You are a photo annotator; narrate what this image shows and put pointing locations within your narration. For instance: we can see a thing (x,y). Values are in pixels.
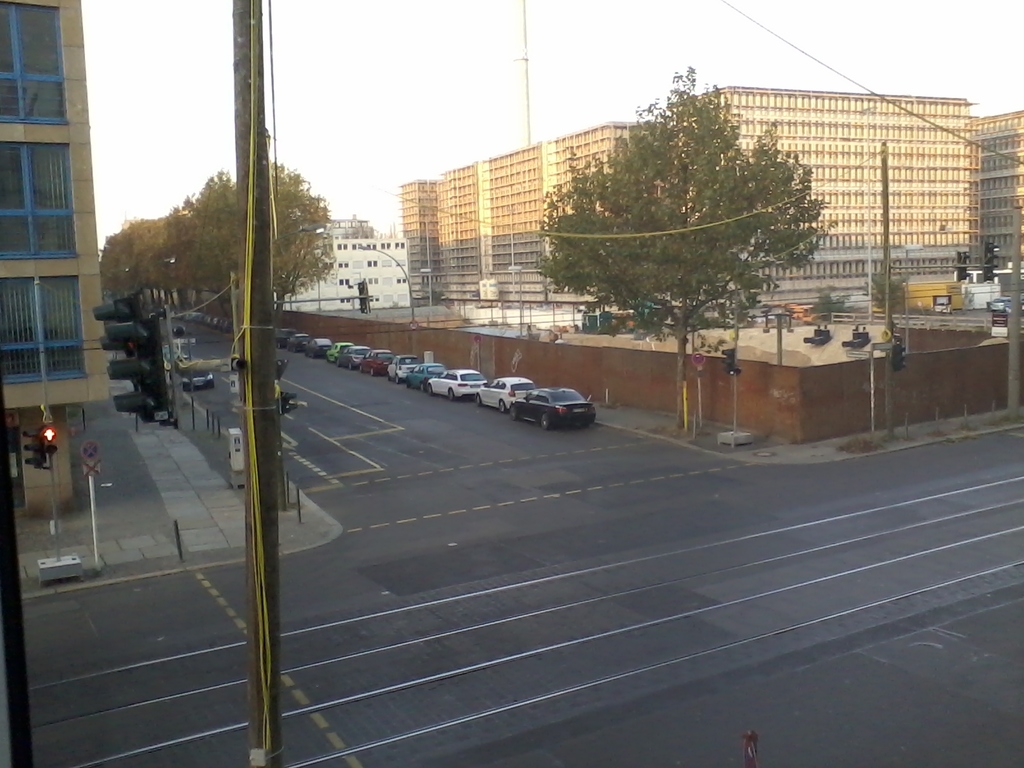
This picture is clicked in the city. At the bottom of the picture (607,714), we see the road (463,647). On the left side (263,438), we see the pole (248,640), traffic signals (138,360) and a board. We see a building (72,215). In the middle of the picture (513,378), we see the cars (368,368) parked on the road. There are trees (313,259) and buildings (979,250) in the background (676,245). We even see the poles (890,363) and street lights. At the top (483,65), we see the sky (423,71).
